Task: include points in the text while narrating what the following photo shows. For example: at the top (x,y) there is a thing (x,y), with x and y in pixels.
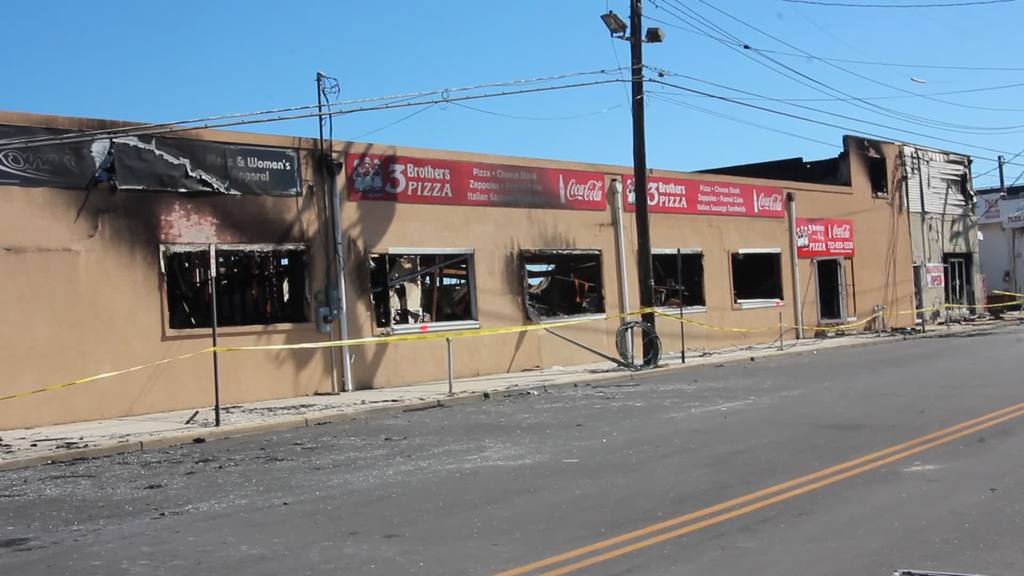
In this image we can see a building (550,321) with a group of windows (761,293), doors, some poles (211,274) and sign boards (384,187) with some text (808,225). In the foreground (645,360) we can see a ribbon (124,372), light pole (641,131) with cables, pathway (562,516). In the background (579,107), we can see the sky (236,70).
